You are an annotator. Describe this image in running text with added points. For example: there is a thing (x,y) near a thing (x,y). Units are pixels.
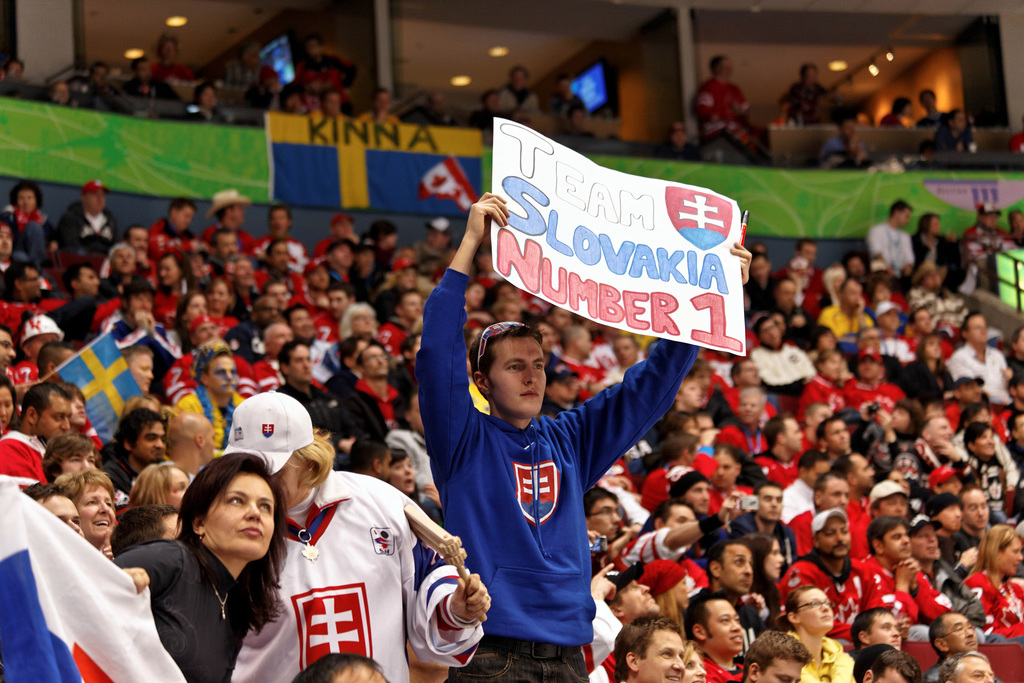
There is a person (532,485) wearing blue dress (532,505) is standing and holding a sheet of paper (617,252) which has something written on it and there are few other people (682,447) behind him.
